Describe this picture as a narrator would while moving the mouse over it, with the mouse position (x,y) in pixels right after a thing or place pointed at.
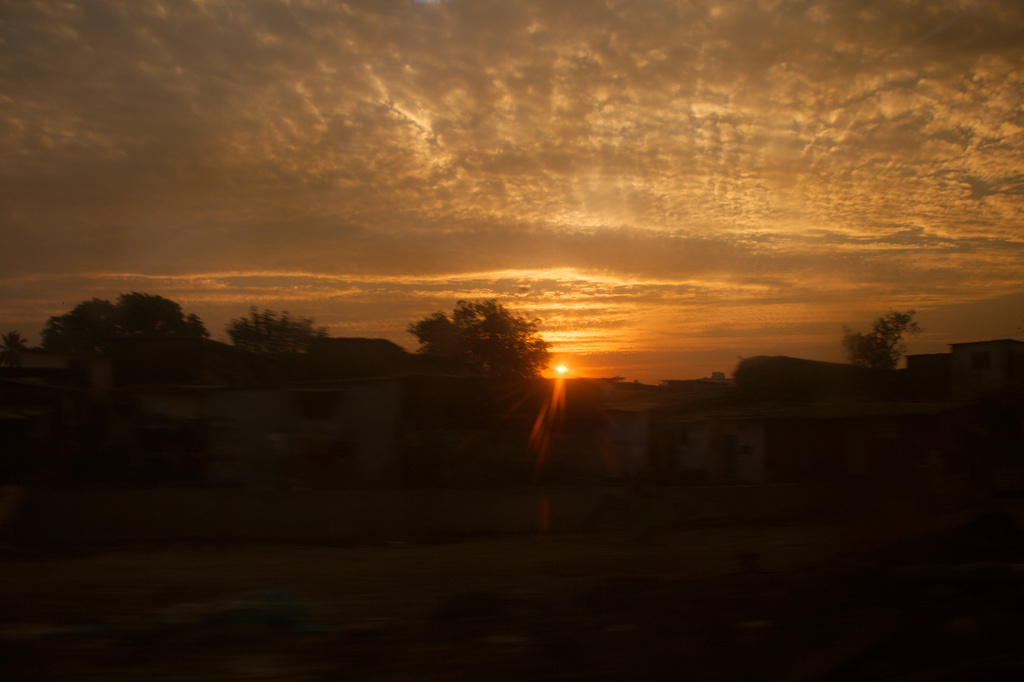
In this image, we can see trees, sheds (565,436), and there is sunset (591,354).
